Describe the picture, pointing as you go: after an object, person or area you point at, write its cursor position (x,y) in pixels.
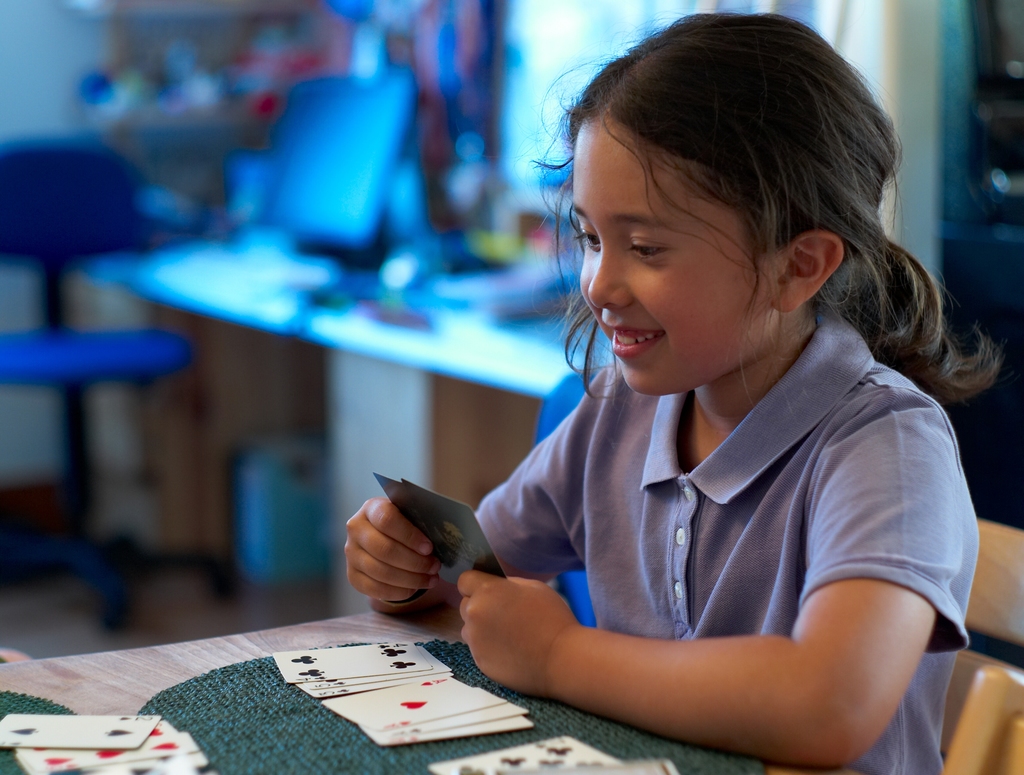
In this picture we can see a girl (626,600) who is sitting on the chair (986,622). She is smiling. This is table (116,658). On the table (220,707) there are cards (430,723). Here we can see a monitor (292,204). And this is floor (54,621).
